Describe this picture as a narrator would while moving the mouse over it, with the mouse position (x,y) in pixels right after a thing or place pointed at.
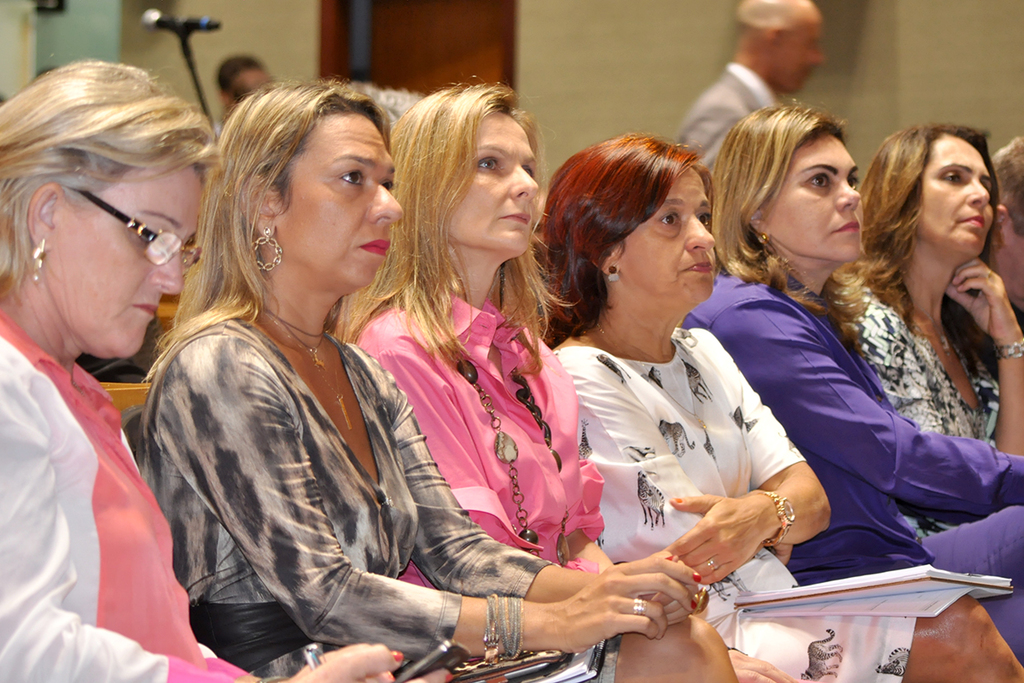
In the foreground of this picture (478,438), there are women (419,445) sitting. In the background (800,83), there is a man (772,72), mic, two heads (236,67) of the person (241,70), door (428,36) and the wall (596,48).
